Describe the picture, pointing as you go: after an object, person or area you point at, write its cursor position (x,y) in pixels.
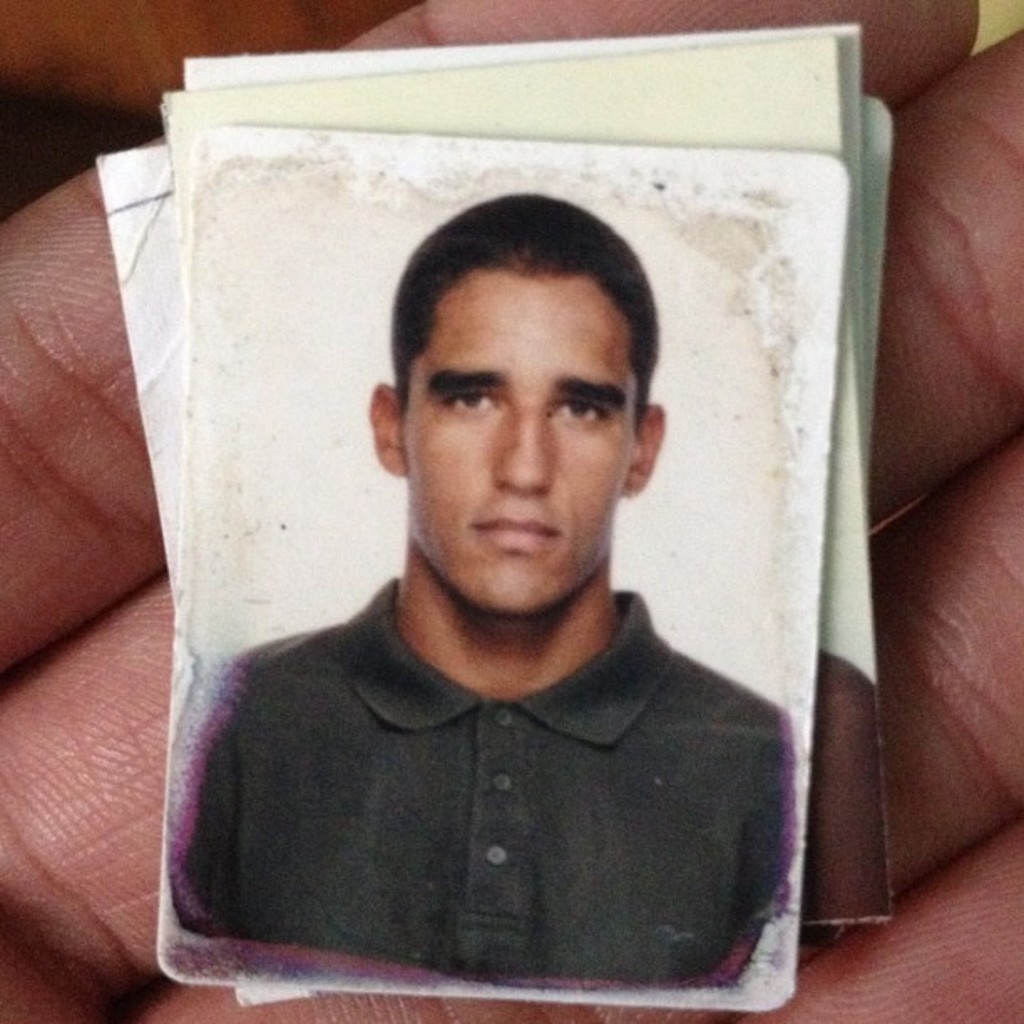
In this picture I can see a person's fingers (930,211) and on the fingers (937,47) I can see a photograph (369,299) of a man (381,405) who is wearing t-shirt (391,614) and I see few papers (505,93).
